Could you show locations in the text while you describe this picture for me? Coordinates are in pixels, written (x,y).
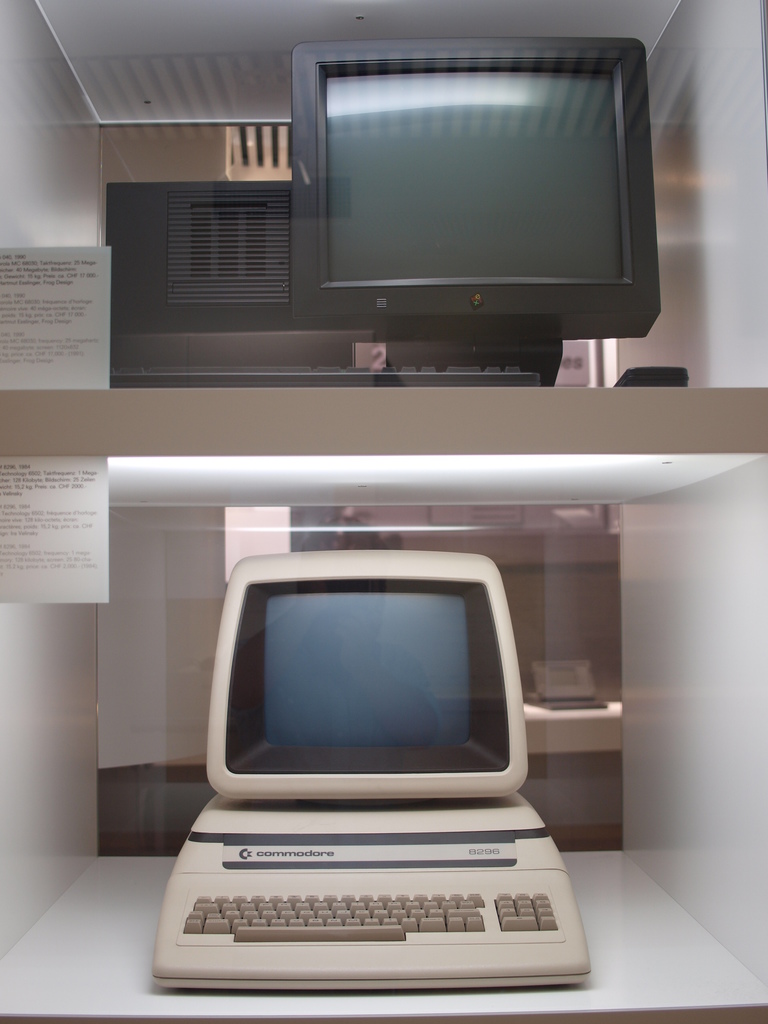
At the top (628,320) we can see the computer screen (533,276), keyboard (257,380) and other object (633,380) which is kept on this rack (264,391). At the bottom (539,834) we can see the computer screen (371,757) and keyboard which is kept on this wooden box (646,550). On the left (79,363) we can see the posters (53,535). In the background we can see the tables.
